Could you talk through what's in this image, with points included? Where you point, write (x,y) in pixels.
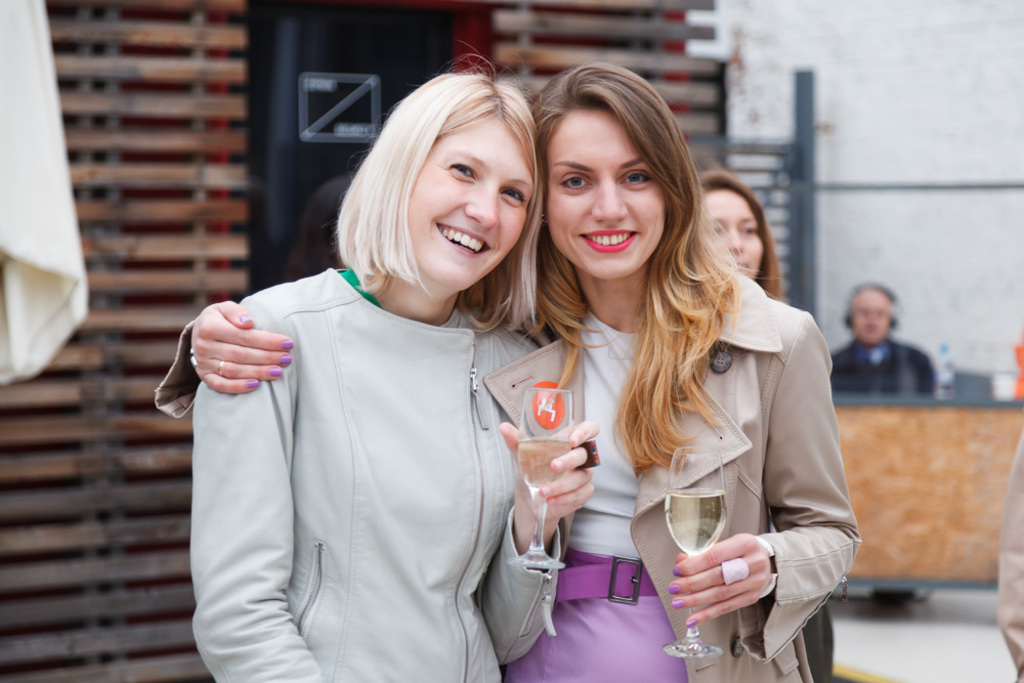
In this picture I can see few women (736,299) and I can see a woman (623,150) holding the another woman (469,331) with the hand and they are holding couple of glasses (703,643) in their hands (690,618) and I can see a man (865,363) seated on the chair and he wore a headset (854,317) and I can see a water bottle (945,388) on the table (972,402) and I can see a building entrance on the back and a closed umbrella (31,120) on the left side (13,123).
